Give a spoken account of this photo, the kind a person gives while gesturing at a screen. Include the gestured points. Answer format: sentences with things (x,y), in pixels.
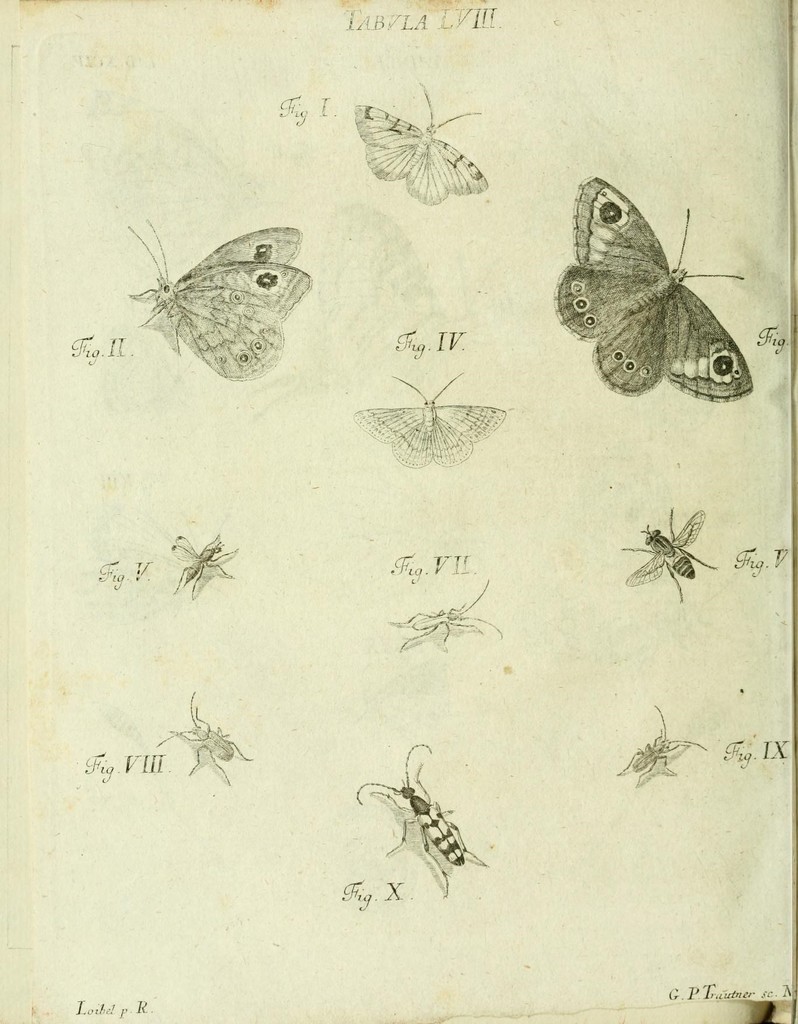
The picture consists of a paper (112,638), on the paper (330,374) we can see the drawings (599,259) of butterflies (635,257) and there is text (467,18) also.
